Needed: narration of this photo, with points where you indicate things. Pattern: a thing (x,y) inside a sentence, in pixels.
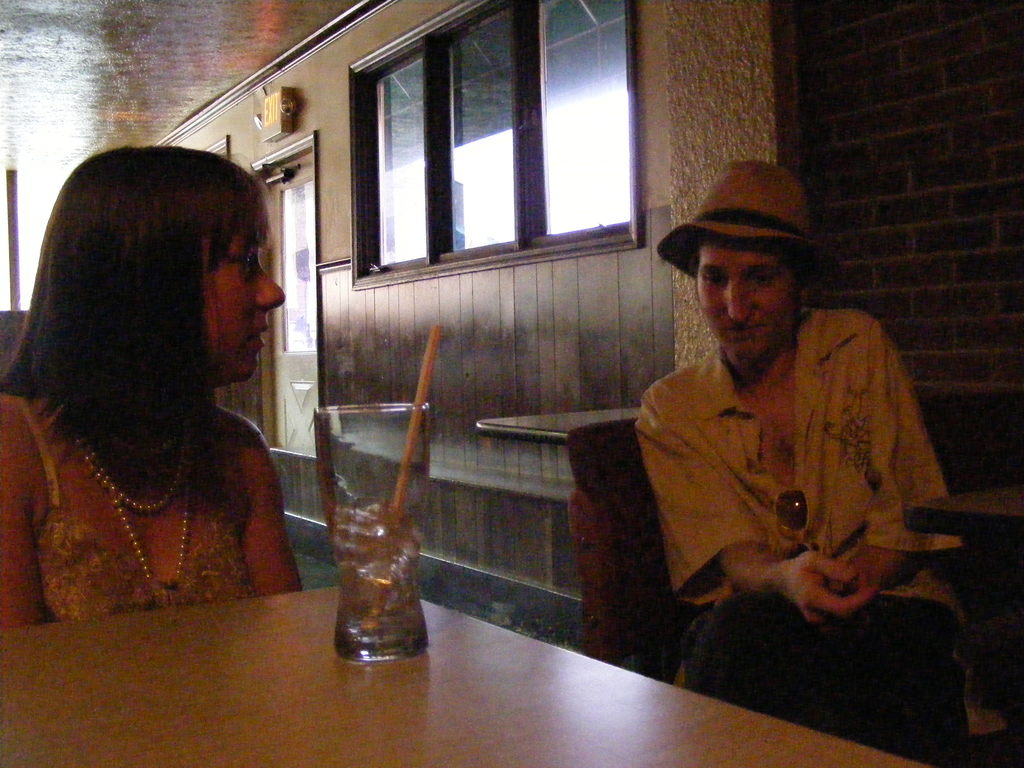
This picture shows two people (806,369) sitting on the chair (589,469) and we see a glass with a straw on the table (228,622).
